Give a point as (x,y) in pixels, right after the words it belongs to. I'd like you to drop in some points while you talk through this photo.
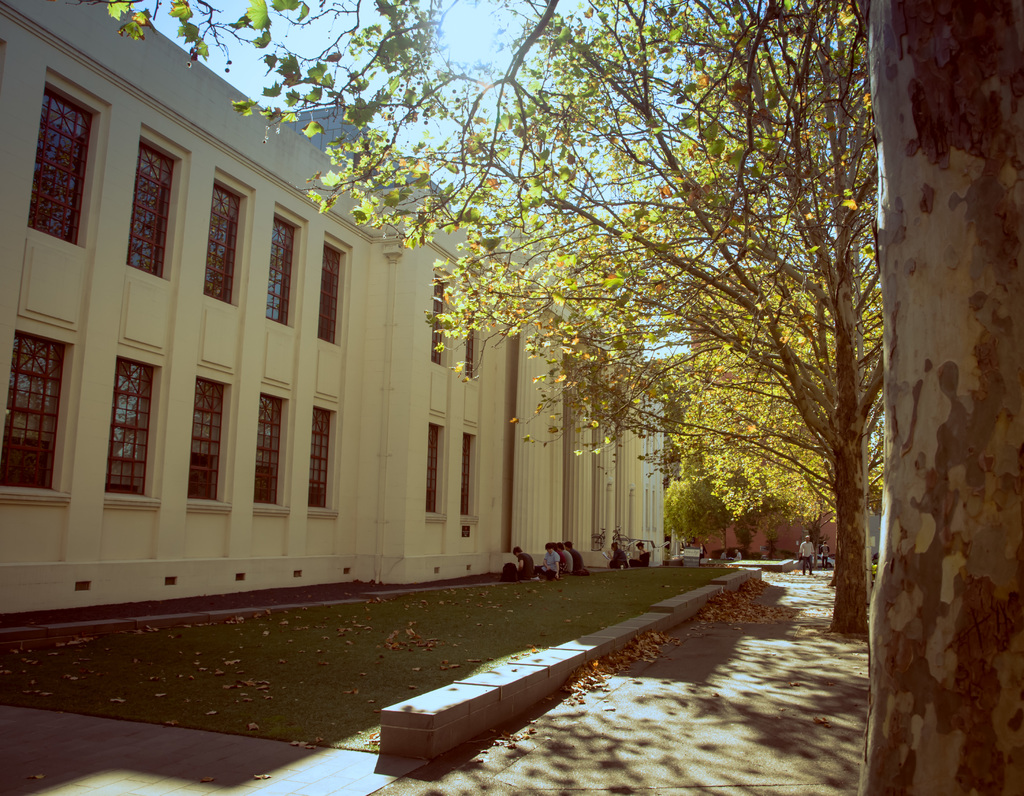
In this picture, we can see a few people (520,573), and we can see the path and some dry leaves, we can see ground (646,606) trees (954,214), buildings (133,188) with windows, and we can see the sky (423,79).
